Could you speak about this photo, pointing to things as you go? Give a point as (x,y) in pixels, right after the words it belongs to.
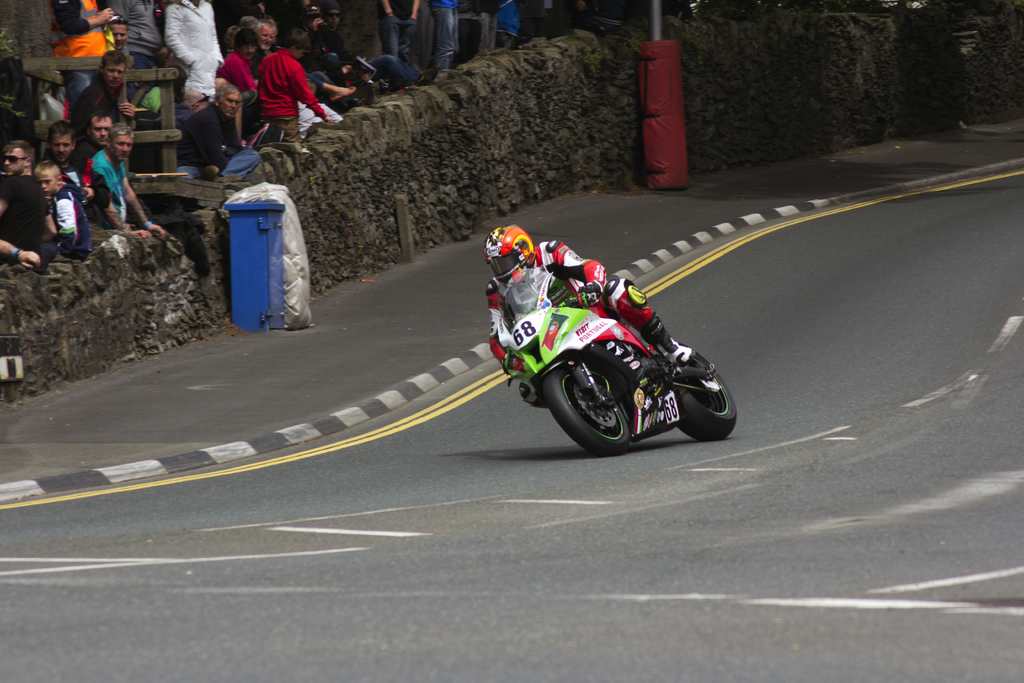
This image is taken outdoors. At the bottom of the image (371,608) there is a road (780,533). In the background (904,51) there is a wall (569,112). There is a pole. There is a dustbin (264,255) on the pavement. Many people (259,103) are standing and a few (80,234) are sitting. In the middle of the image (637,307) a man (491,287) is riding on the bike (584,359).
